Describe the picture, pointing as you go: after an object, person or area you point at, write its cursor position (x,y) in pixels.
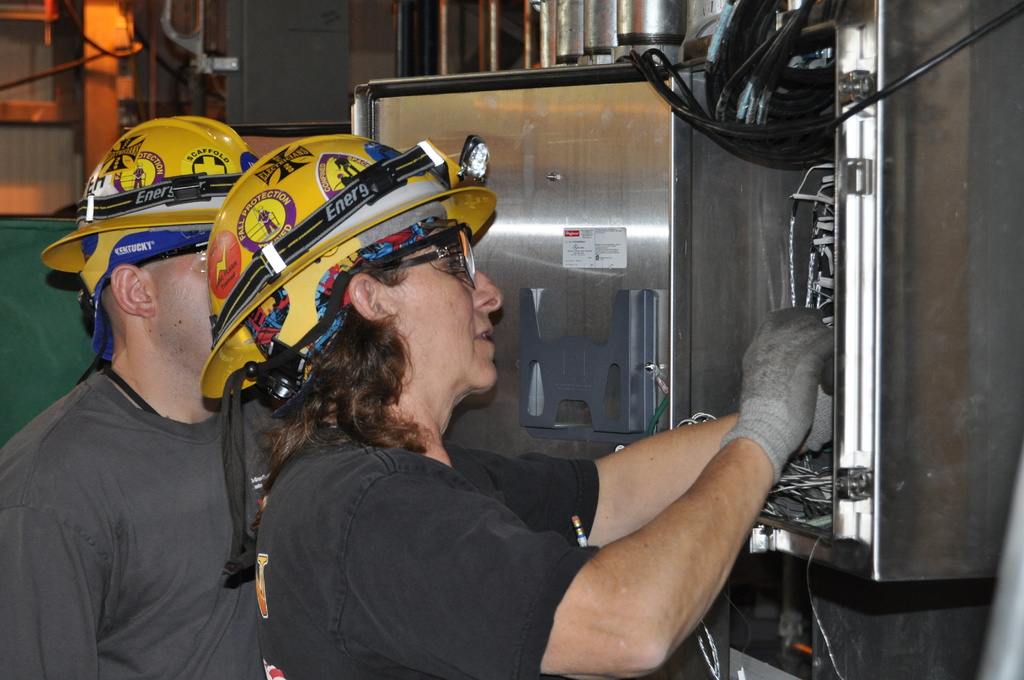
In this picture I can see two persons (216,329) with helmets (227,162), there is a person (351,168) repairing a fuse box (775,246), and in the background (629,11) there are some objects (408,63).
